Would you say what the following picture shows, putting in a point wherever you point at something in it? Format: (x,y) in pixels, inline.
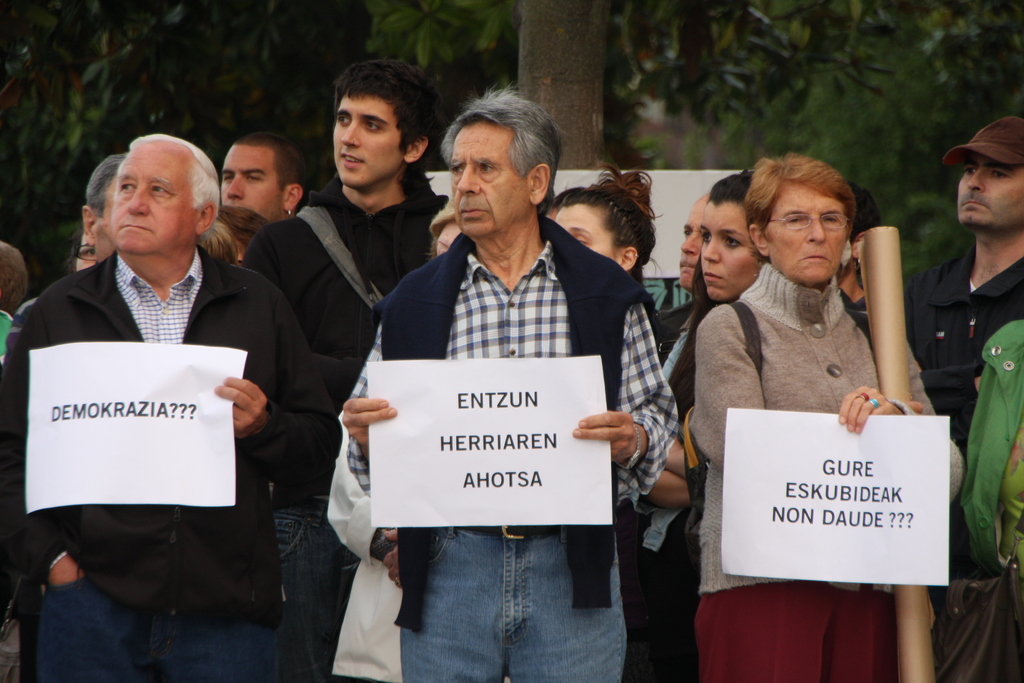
In this image I can see a group of people (992,176) are standing on the road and are holding posters (582,485) in their hand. In the background (765,15) I can see trees (589,103). This image is taken may be during a day.
